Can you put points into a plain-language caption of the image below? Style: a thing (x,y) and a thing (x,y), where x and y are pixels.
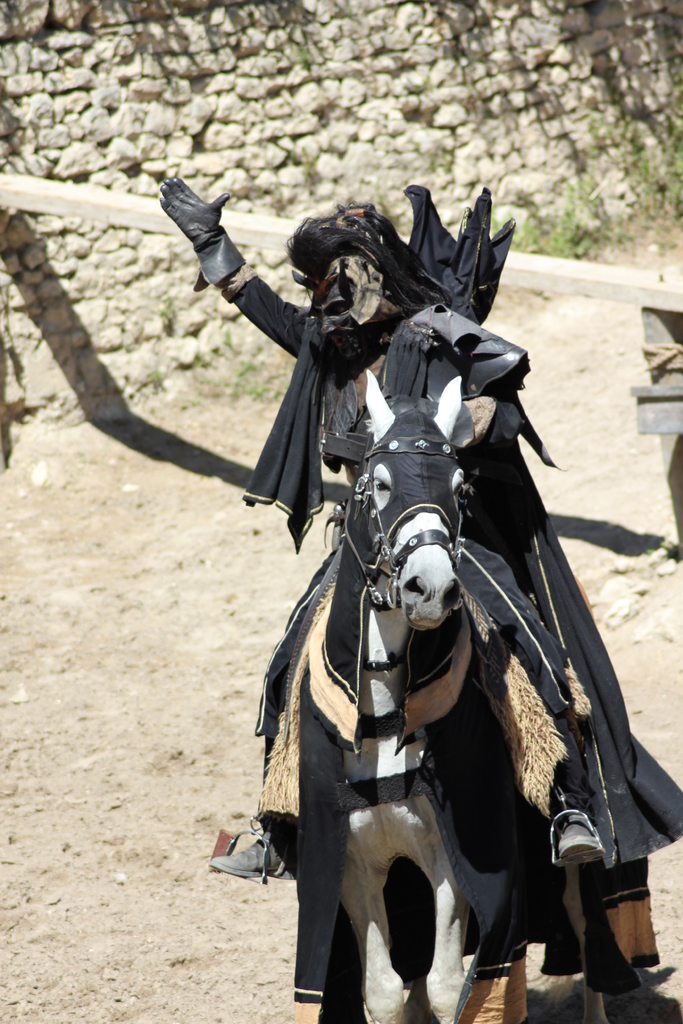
In this image we can see a person (396,344) with a mask (379,313) on the horse (389,697). In the background (302,149) we can see a stone wall (343,84).
